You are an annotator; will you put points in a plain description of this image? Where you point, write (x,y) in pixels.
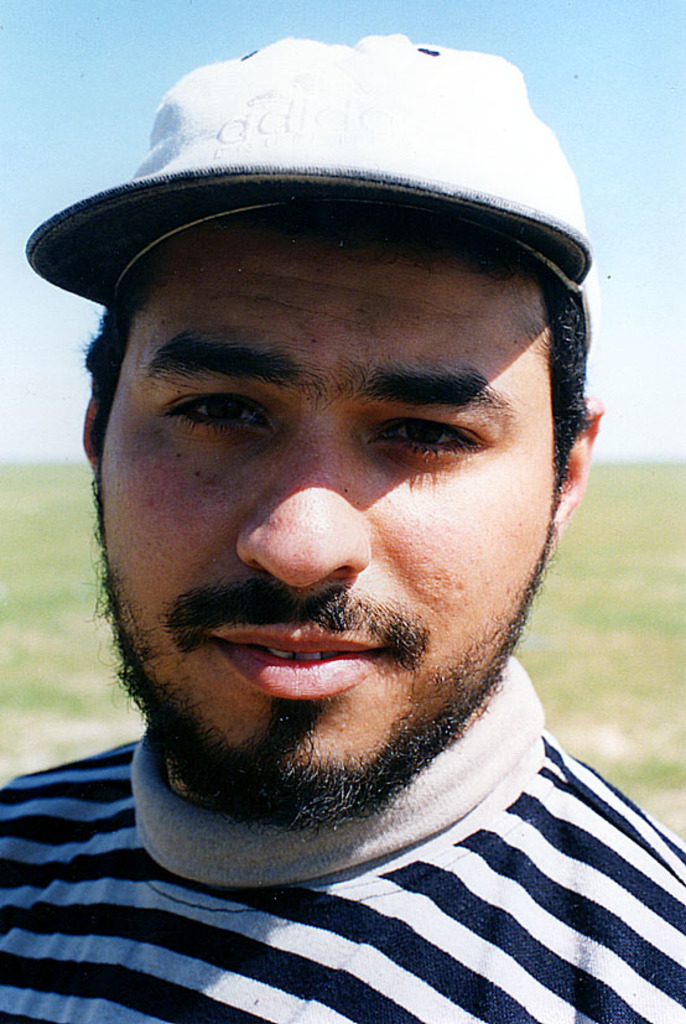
Here we can see a man (336,329) and he wore a cap (427,135). This is ground (605,671). In the background (90,34) we can see sky (70,98).
